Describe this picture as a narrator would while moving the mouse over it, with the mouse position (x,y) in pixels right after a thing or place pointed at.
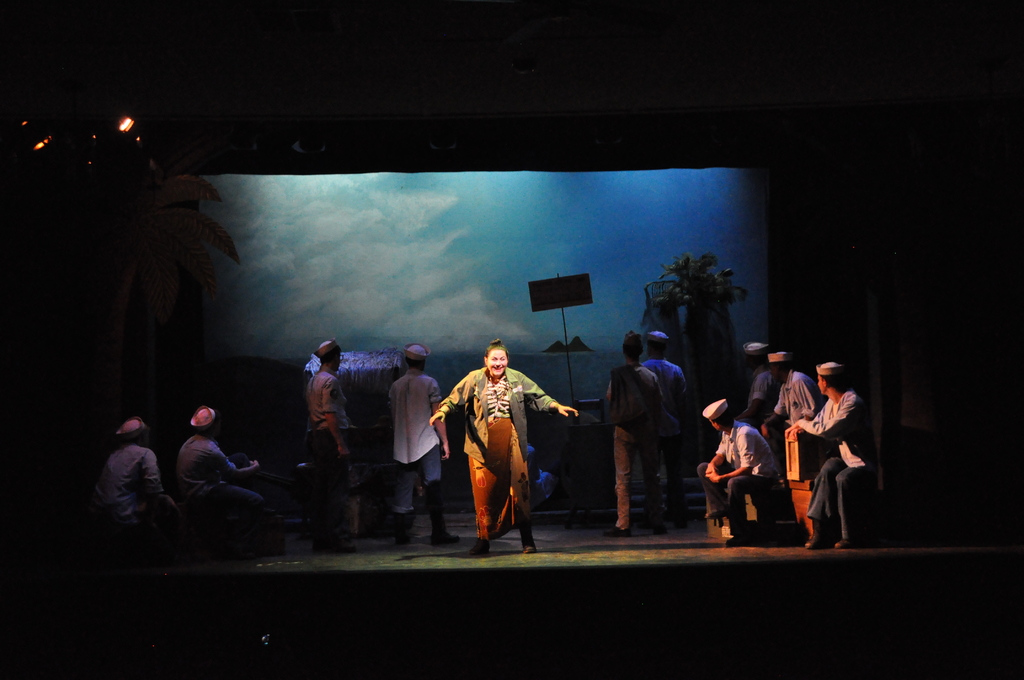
In this image an act is playing on a stage (168,576).
